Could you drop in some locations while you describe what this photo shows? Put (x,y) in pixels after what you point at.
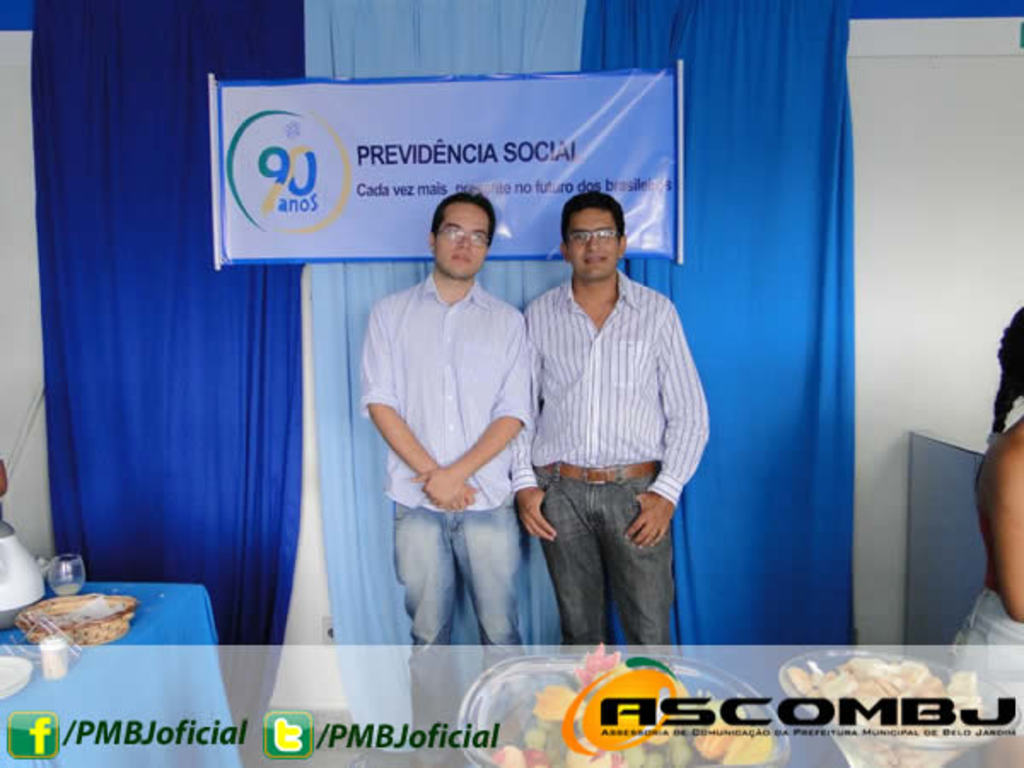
As we can see in the image there are three people (488,419), banners (438,164) and curtains (730,122). On the left side (172,603) there is a table (160,637). On table (182,648) there are glasses (79,563) and a pot (13,571).
